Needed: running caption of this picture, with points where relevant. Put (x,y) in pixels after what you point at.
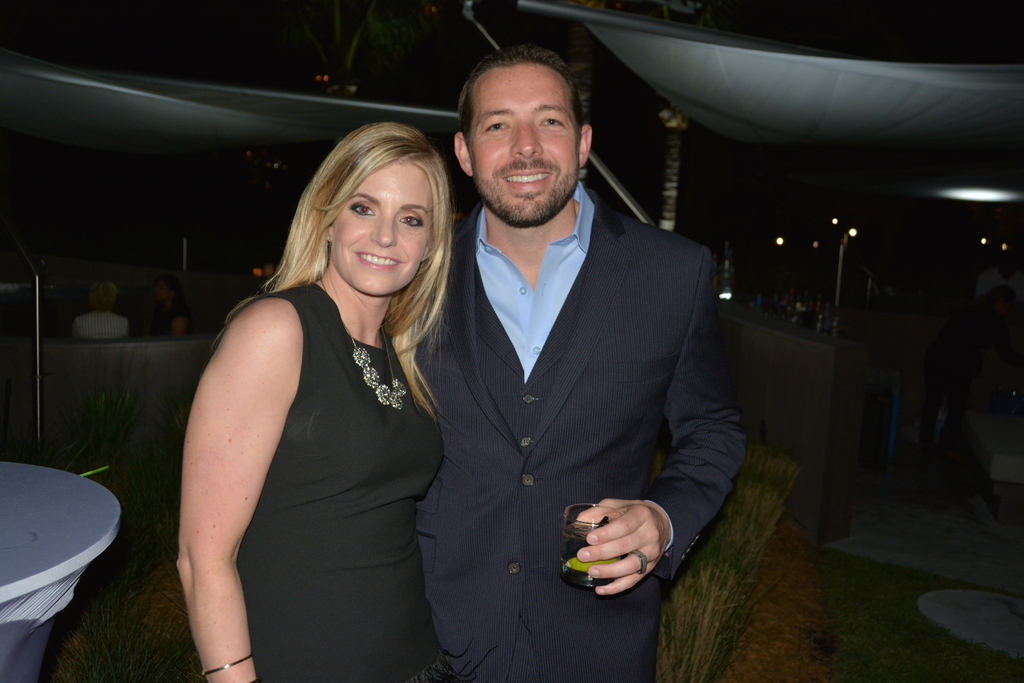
In this image in the center (493,289) there are two (513,472) who are standing and one person (598,536) is holding a glass (571,514), and in the background (133,289) there are some other people (958,323), lights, wall (65,396) and tables (14,535) and some other objects (949,185).
